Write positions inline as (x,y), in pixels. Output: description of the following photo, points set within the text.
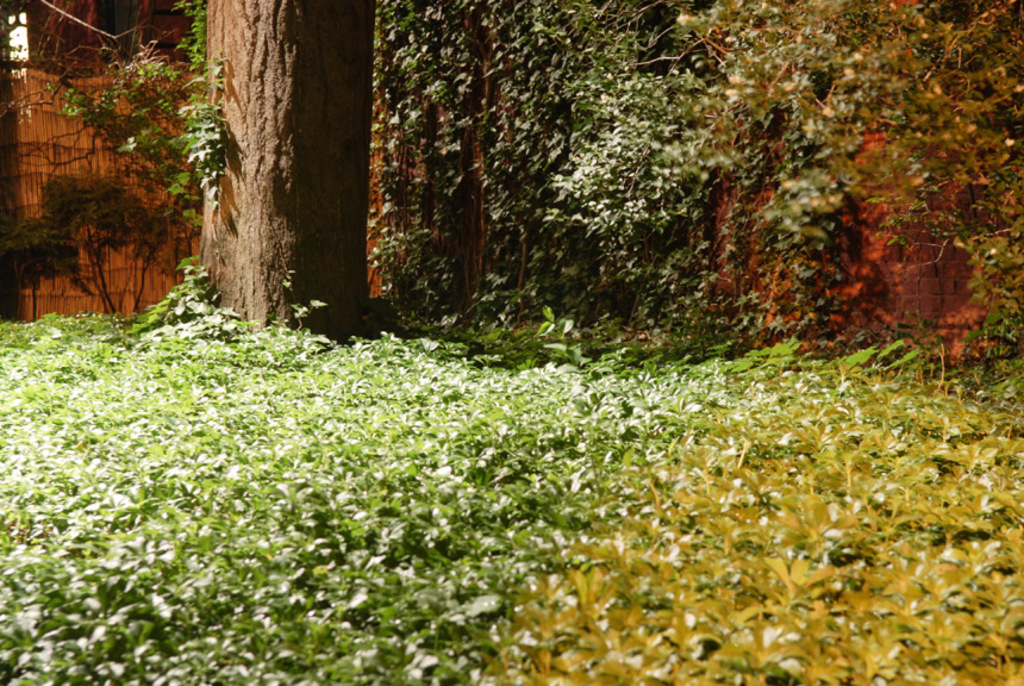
These are the plants (547,396) and on the left side (332,270) it is a branch (353,153) of a tree (341,154).
